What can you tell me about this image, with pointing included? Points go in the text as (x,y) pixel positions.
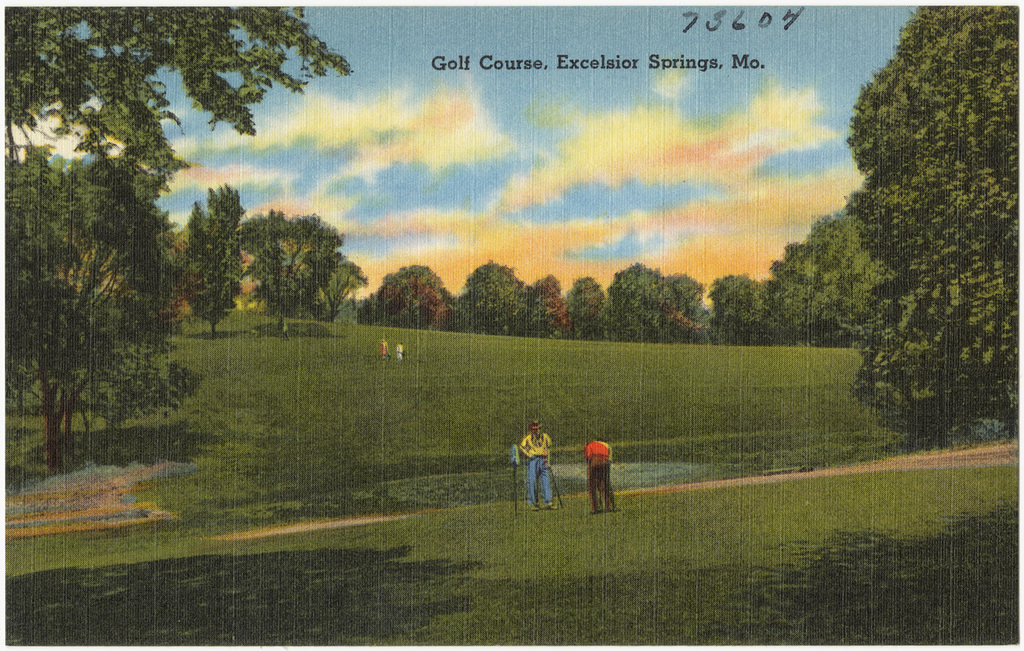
In this picture we can see the canvas drawing (563,531) of the two men (612,505) playing the Golf in the grass lawn (534,567). Behind we can see some trees (553,333) and on the top (698,209) there is a sky (565,246).
